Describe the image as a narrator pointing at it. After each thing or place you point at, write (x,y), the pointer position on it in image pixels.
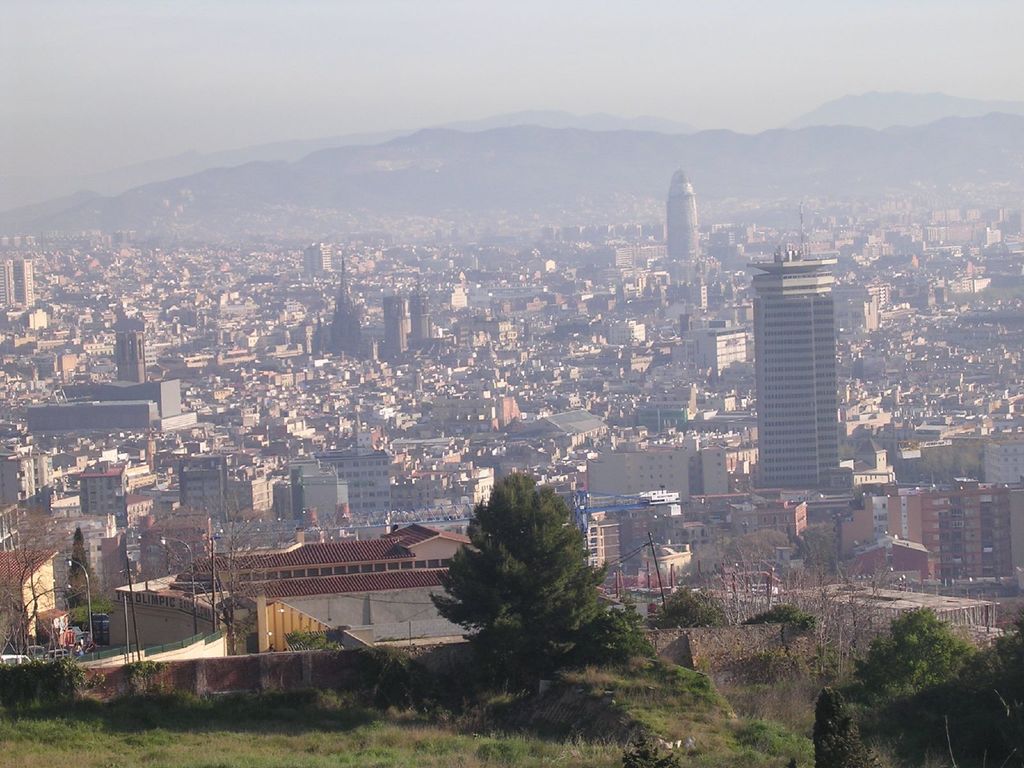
This picture is clicked outside the city. At the bottom (445,735), we see the grass (556,767) and trees (531,625). On the left side (35,577), we see a building (44,549) and the street lights (90,590). We even see a railing (179,642). In the middle of the picture (549,431), we see the buildings (399,381) and trees (764,553). There are hills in the background (562,207). At the top (344,112), we see the sky (542,97).
